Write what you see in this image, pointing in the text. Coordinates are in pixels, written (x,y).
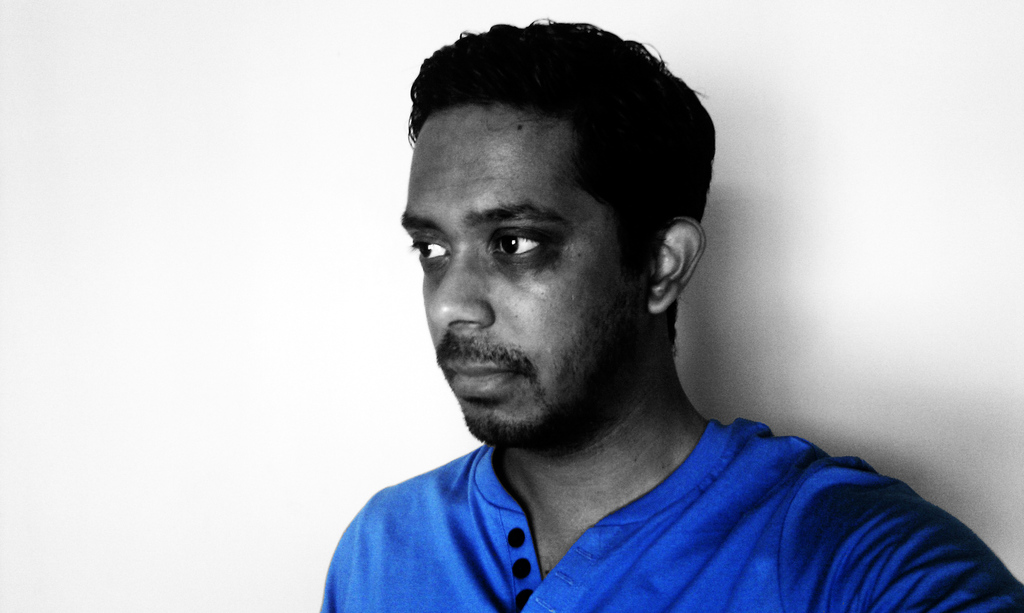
In this picture there is a man (687,139) who is wearing blue t-shirt (526,556). He is standing near to the wall (826,375).
